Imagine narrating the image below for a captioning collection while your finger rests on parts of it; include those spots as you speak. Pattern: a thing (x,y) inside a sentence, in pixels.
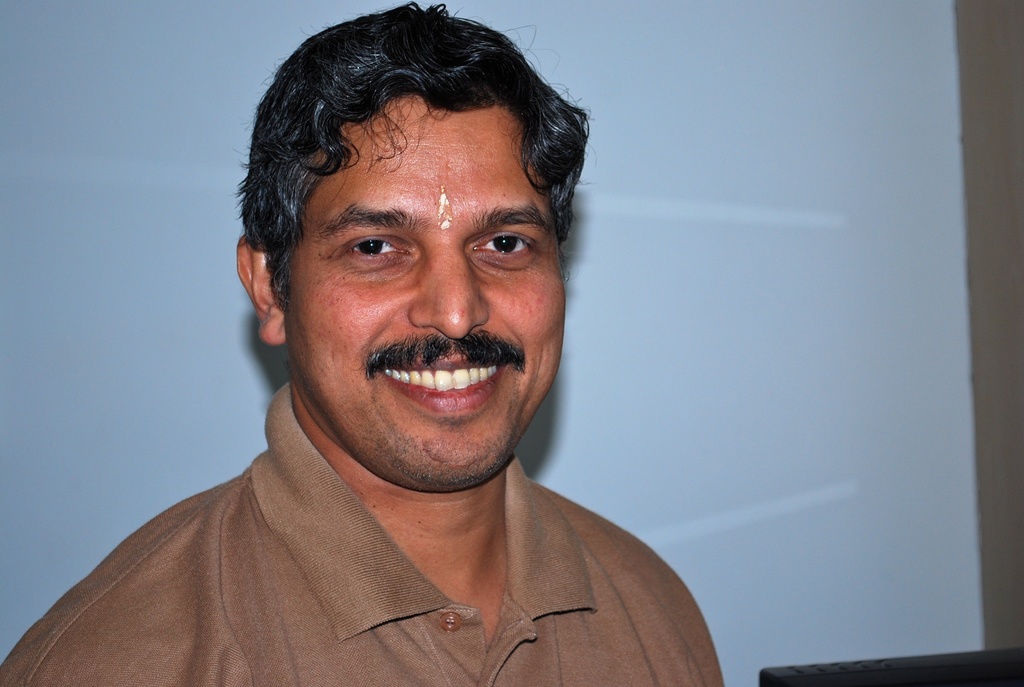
In this image I can see the person (338,441) with the brown color dress (338,565). I can see the blue and ash color background (918,255).
